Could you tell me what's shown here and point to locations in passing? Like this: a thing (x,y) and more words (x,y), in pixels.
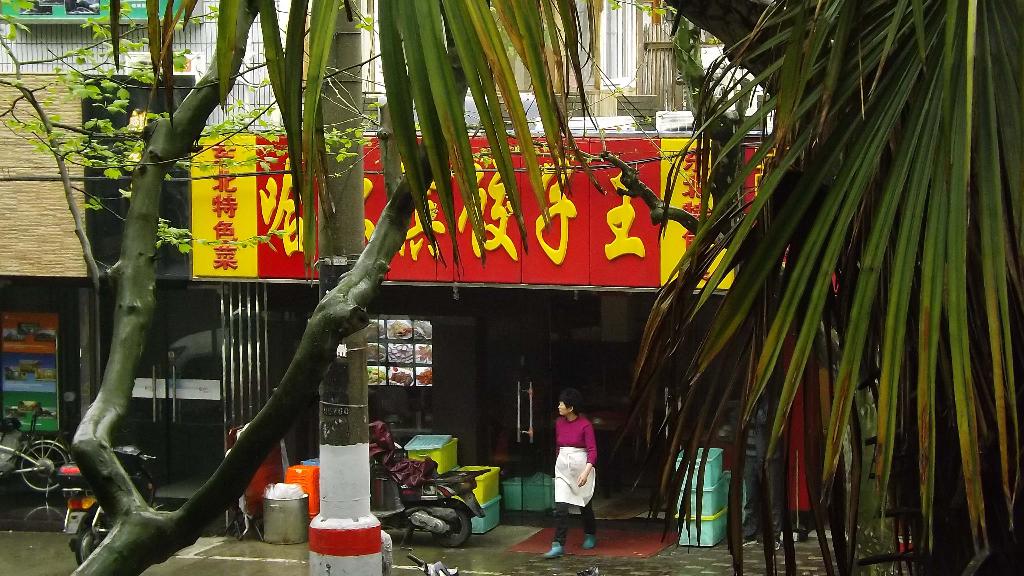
In front of the image there are trees (725,30). There is a pillar (359,410). Behind the pillar (334,487) there are bikes (74,467). There is a cycle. There are baskets (479,487) and a few other objects (269,511). There is a person (589,459) standing on the mat (528,544). In the background of the image (56,5) there is a building (38,26). There is a board (601,170) with some text (556,214) on it.
